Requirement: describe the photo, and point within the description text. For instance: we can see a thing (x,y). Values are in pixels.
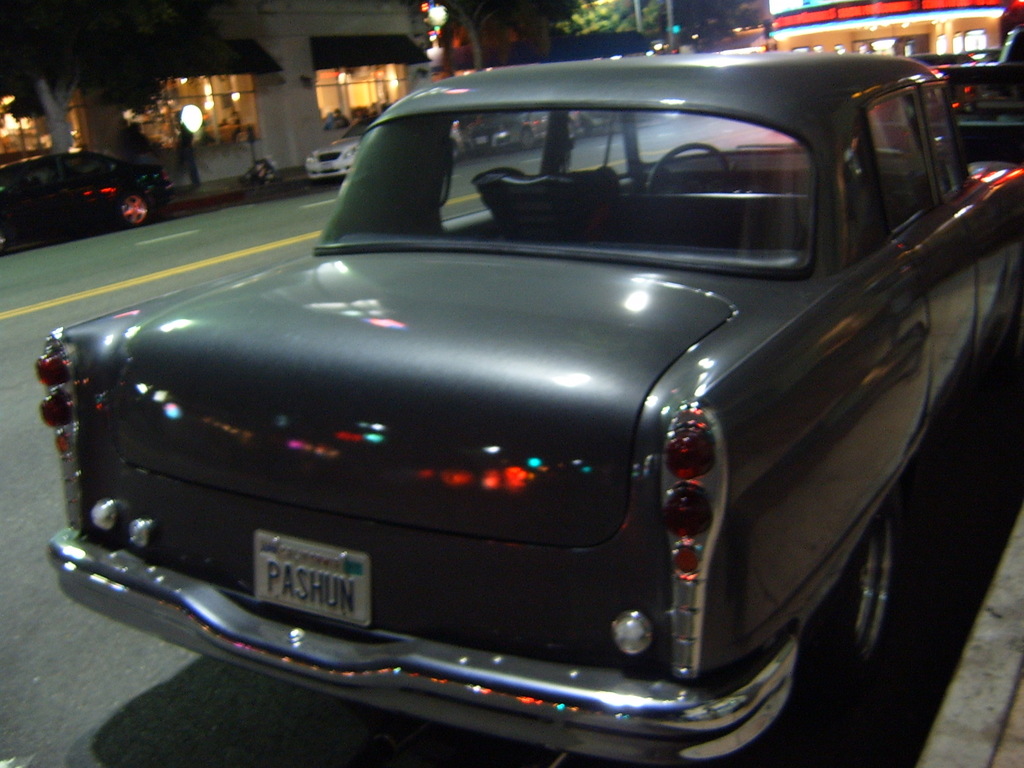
In this picture we can see some vehicles (333,552) parked on the road (290,718) and behind the vehicles (89,170) there are trees (589,31) and buildings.
